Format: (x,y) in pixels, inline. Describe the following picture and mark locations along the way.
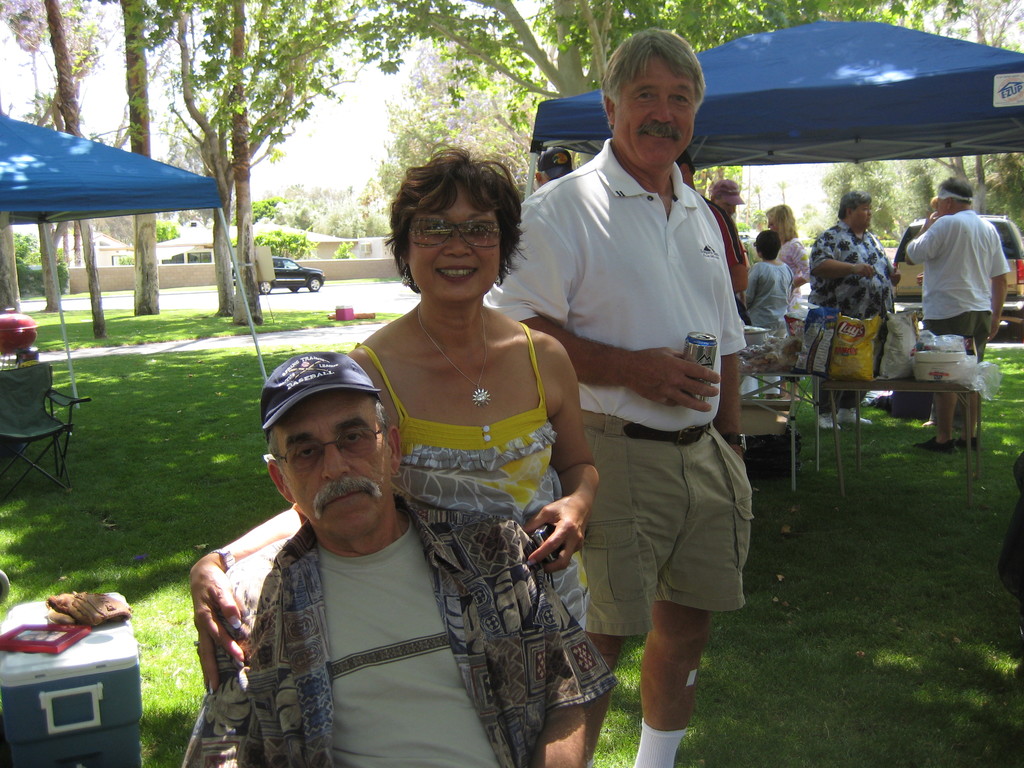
In the middle of the image (388,447) there is a man (291,404) with spectacles (315,456) and cap (322,368) on the head (303,447). Behind him there is a lady (435,338) with spectacles (424,246) is standing. Behind her there is a man (669,328) standing and holding a can (697,345) in the hand (689,371). There are many people (958,286) standing and also there are tables (790,377) with many items (797,336) on it. Above them there is tent (799,87). On the left corner of the image (26,338) there are boxes (3,669) and some other things (61,483) on the ground (103,577). And also there is tent (5,160). In the background (312,69) there are many trees (69,115) and also there are two cars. There are buildings (181,243) and fencing walls (179,279).
